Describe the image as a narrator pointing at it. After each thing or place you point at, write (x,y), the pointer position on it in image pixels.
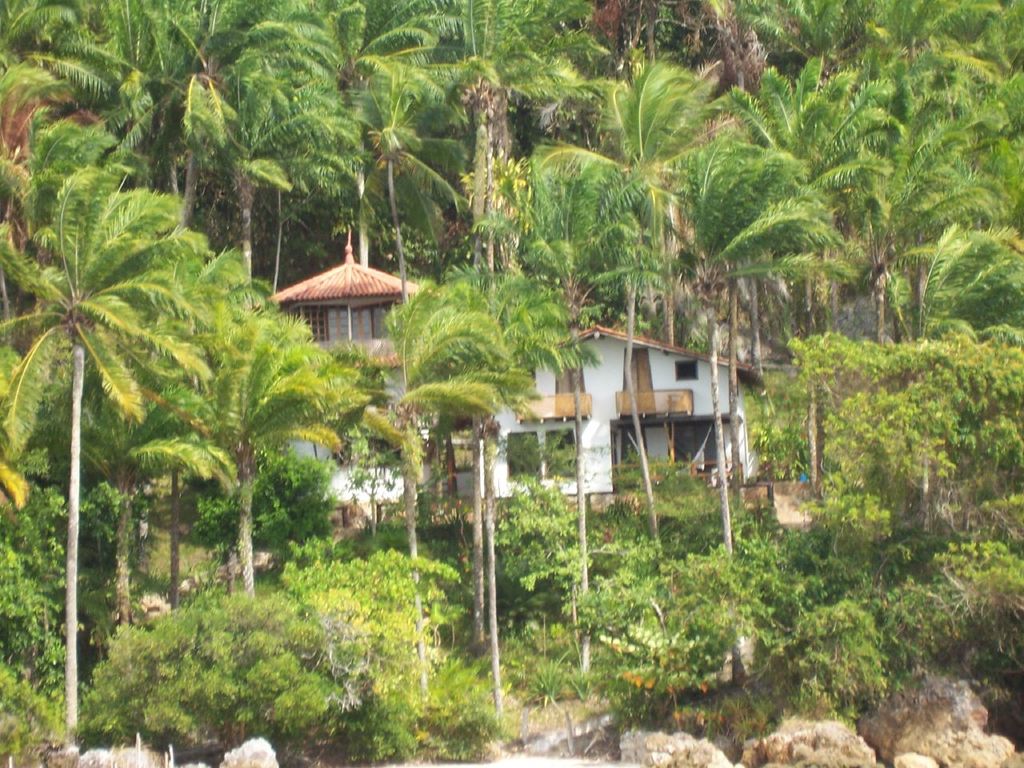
In this picture there is a building (401,389), beside that I can see many trees (485,422), plants (429,576) and grass (151,581). In the bottom (70,747) I can see some stones (54,751).
